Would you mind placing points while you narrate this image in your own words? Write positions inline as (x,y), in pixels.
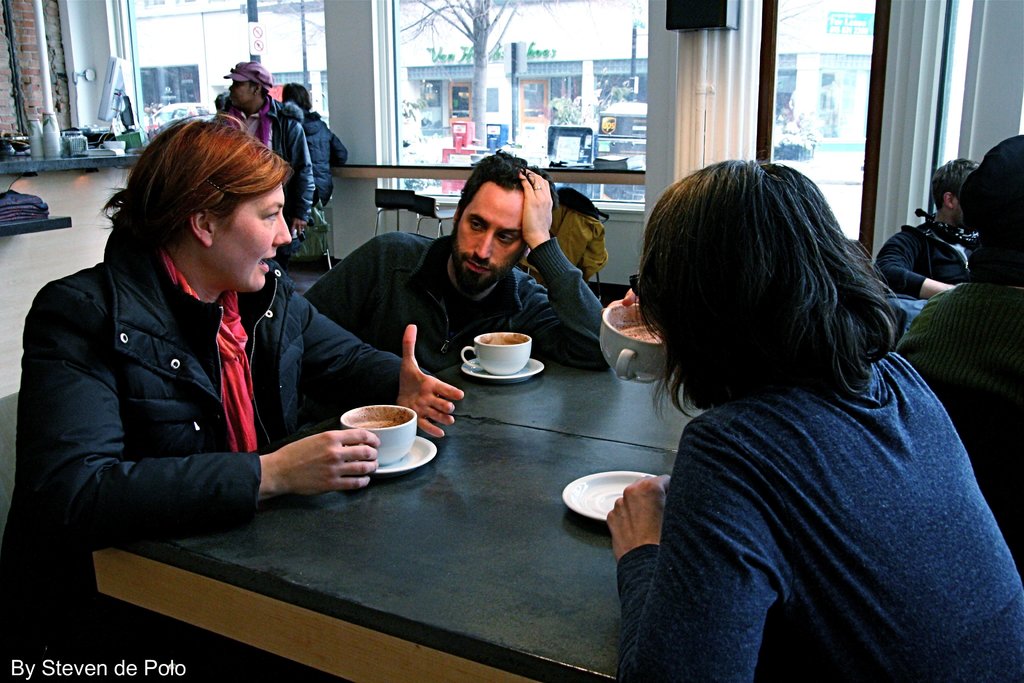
In this image there are group of persons (712,250) sitting around the table (546,441) and having their coffee (403,415) and at the background of the image (542,108) there are shops (494,115), trees (482,122) and group of persons (286,124).
